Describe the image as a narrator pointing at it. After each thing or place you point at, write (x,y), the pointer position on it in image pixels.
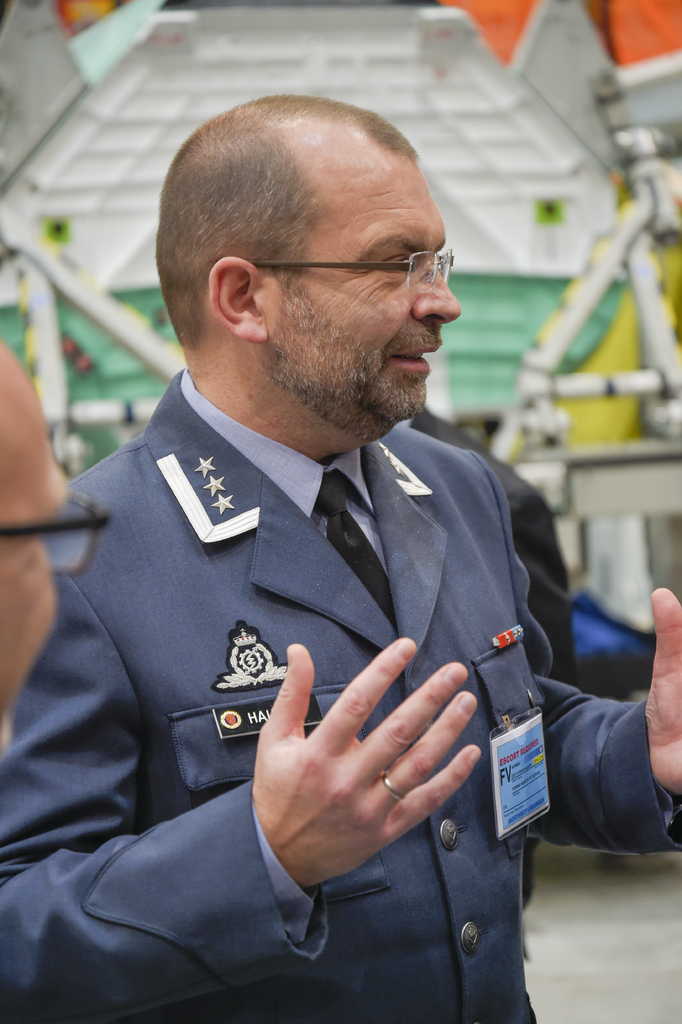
In this image we can see three persons (470,483) standing. One person (279,608) is wearing spectacles (434,260), coat (475,641) and id card (522,726) with some text (534,771) on it and a badge (267,667). In the background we can see some poles (546,330).
